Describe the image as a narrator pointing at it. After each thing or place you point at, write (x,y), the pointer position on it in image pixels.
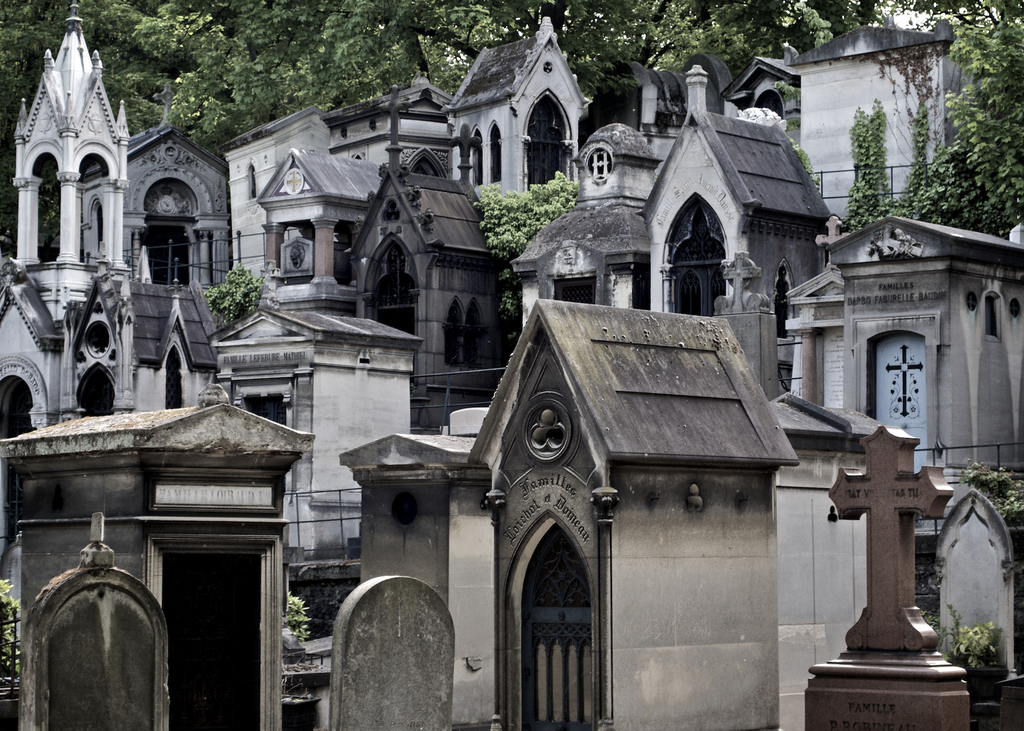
The image is taken in the graveyard (495,452). In this image we can see grave stones (139,650). In the background (304,41) there are trees (352,62).
